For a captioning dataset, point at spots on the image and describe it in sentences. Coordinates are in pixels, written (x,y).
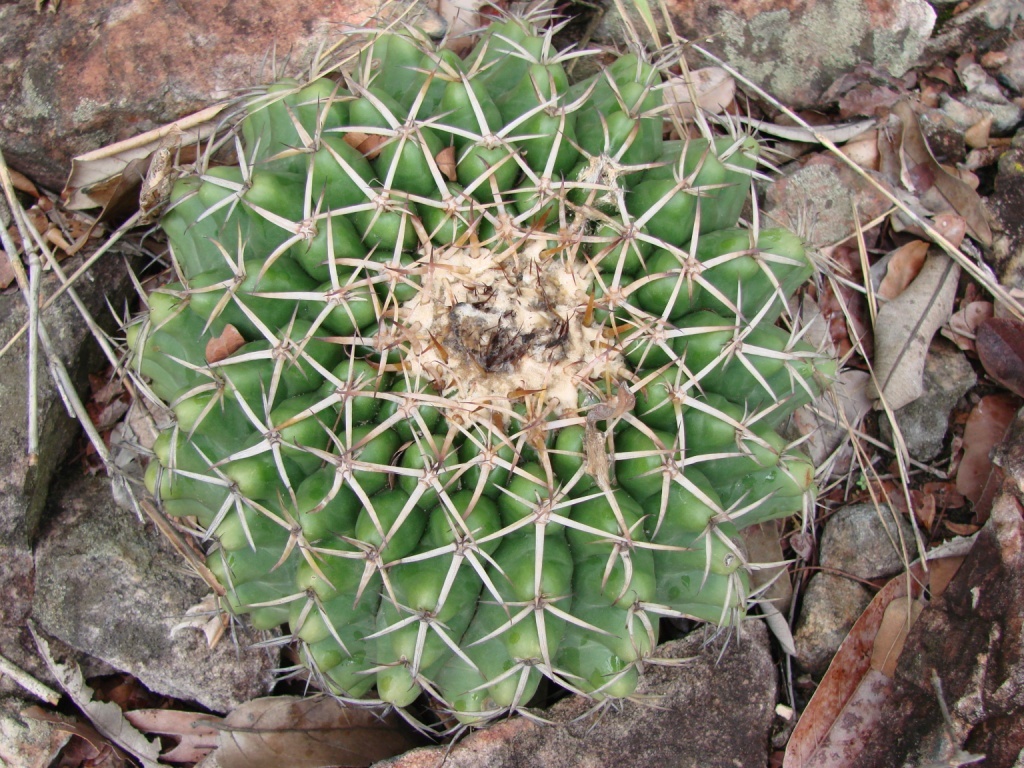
In the center of the image (419,398) we can see a hedgehog cactus (449,398). In the background of the image (44,619) we can see the dry leaves (165,724) and stones (178,690).
